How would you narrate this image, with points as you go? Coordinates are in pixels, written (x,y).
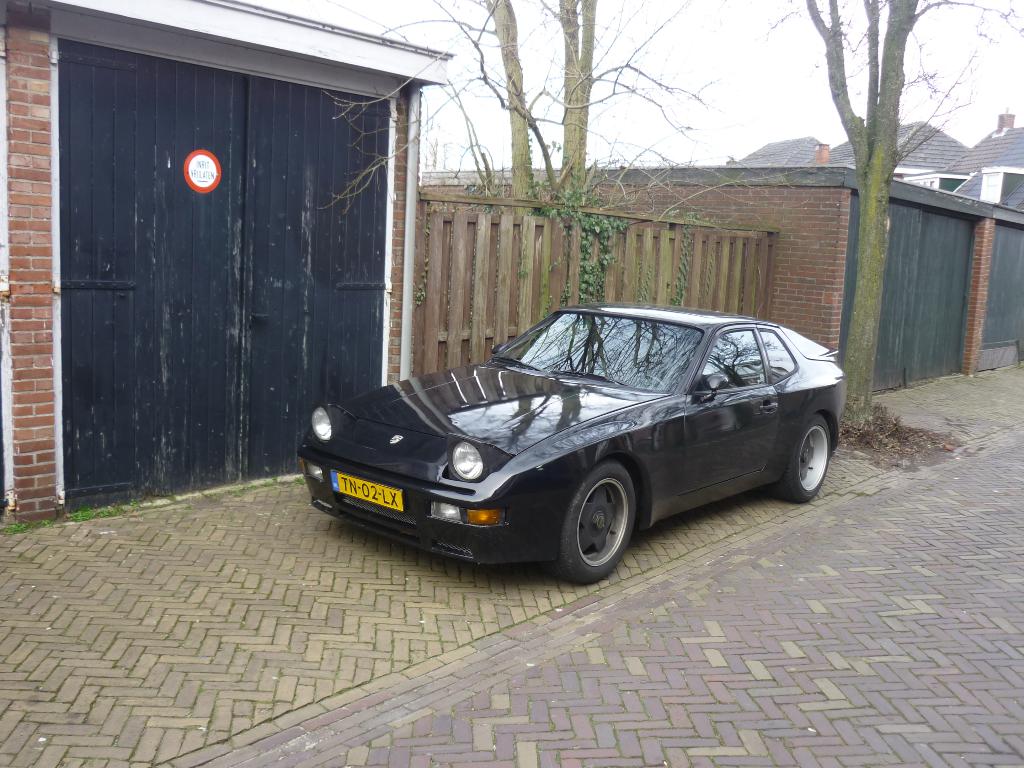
In this image I can see the vehicle (594,535) in black color. In the background (128,182) I can see the door (222,219) and few houses (990,192) and I can see few dried trees (936,6) and the sky (715,70) is in white color.
